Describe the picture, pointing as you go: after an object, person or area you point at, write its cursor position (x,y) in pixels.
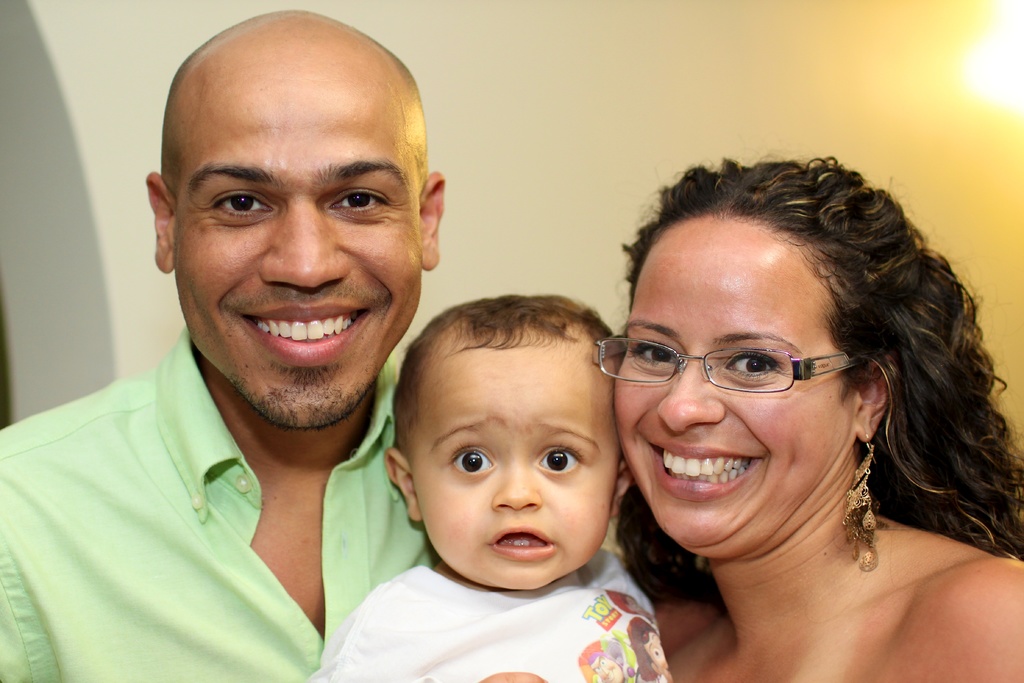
In the center of the image (598,422) we can see one kid (563,532) and two persons (626,557) are smiling. Among them, we can see one person (728,544) is wearing glasses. In the background (570,100) there is a wall (625,79) and light (982,97).
